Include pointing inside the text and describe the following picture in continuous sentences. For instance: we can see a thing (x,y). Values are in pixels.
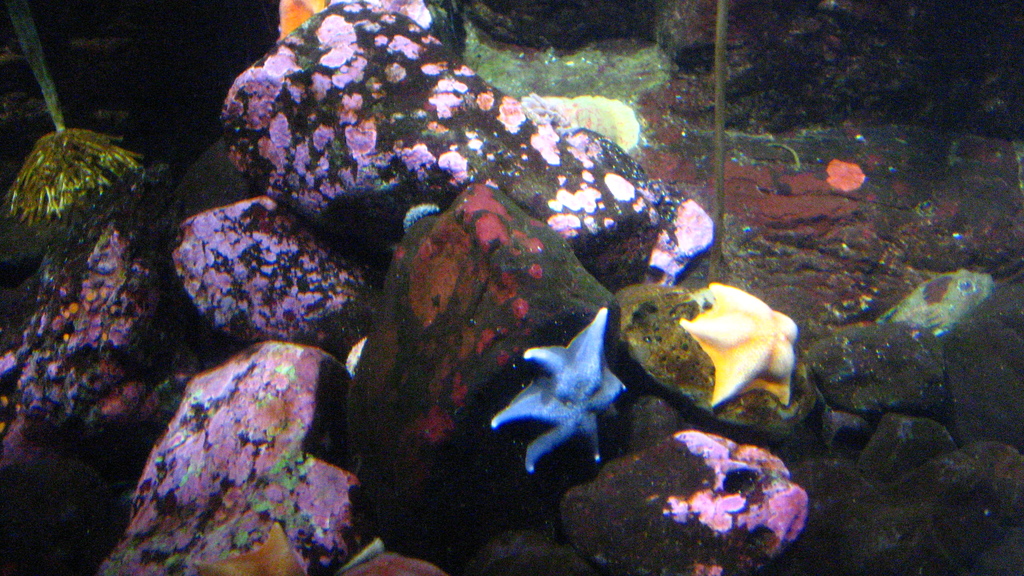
In this image we can see some stones (470,382), starfish (504,420) and a fish (946,307) in the water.
